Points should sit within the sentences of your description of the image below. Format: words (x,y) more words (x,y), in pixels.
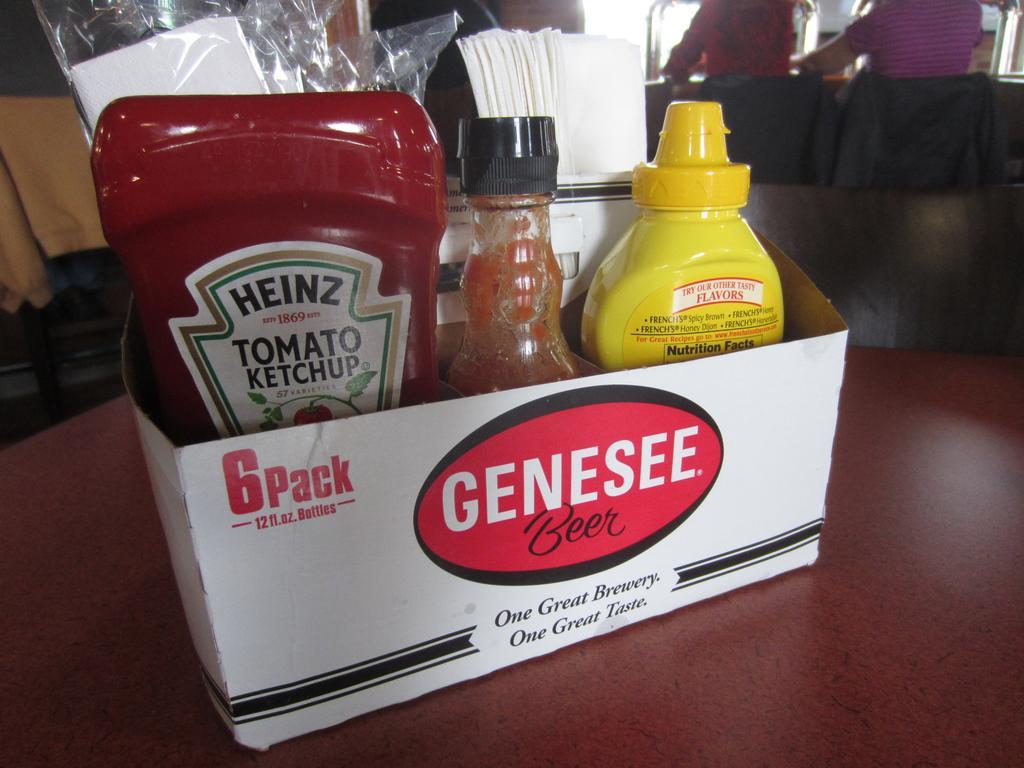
In the image we can see there is a box (539,398) in which ketchups (202,299) are kept which is tomato (432,316) and mustard (718,323) and hot sauce (480,317) are kept.
